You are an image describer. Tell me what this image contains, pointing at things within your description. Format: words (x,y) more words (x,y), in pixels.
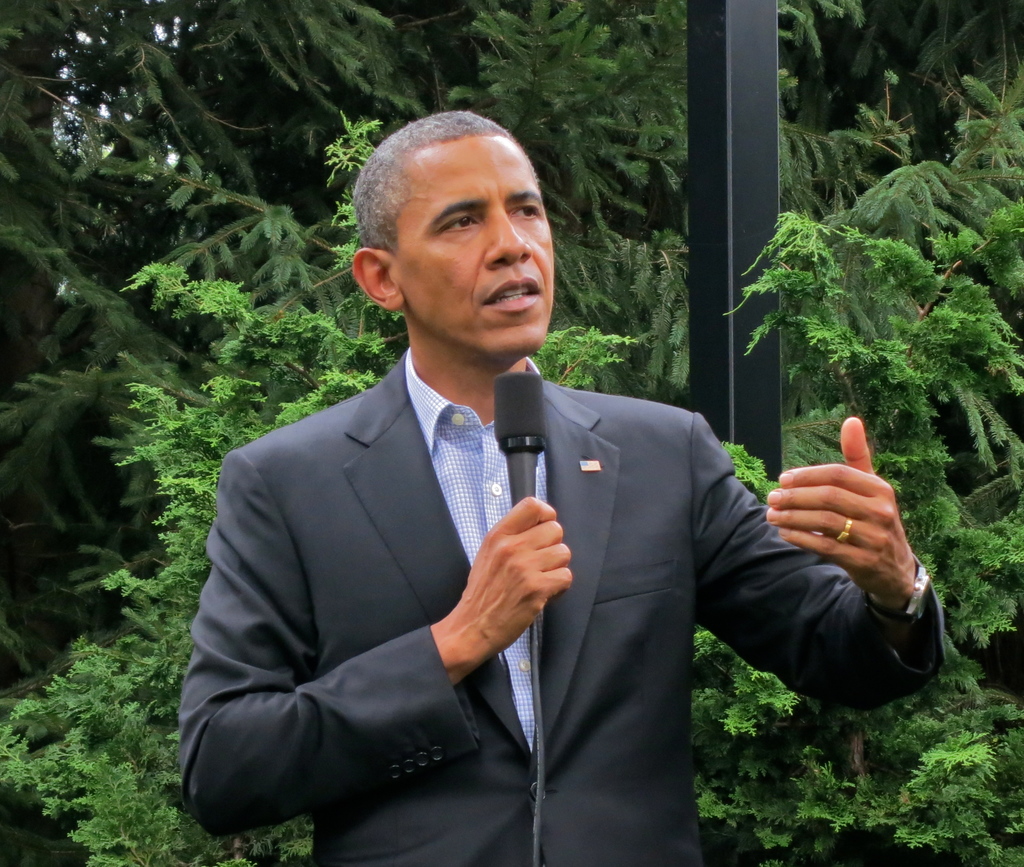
In the middle of the image (593,433) a person (593,721) is standing and holding a microphone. Behind him there are some trees (666,339) and pole (719,272).
